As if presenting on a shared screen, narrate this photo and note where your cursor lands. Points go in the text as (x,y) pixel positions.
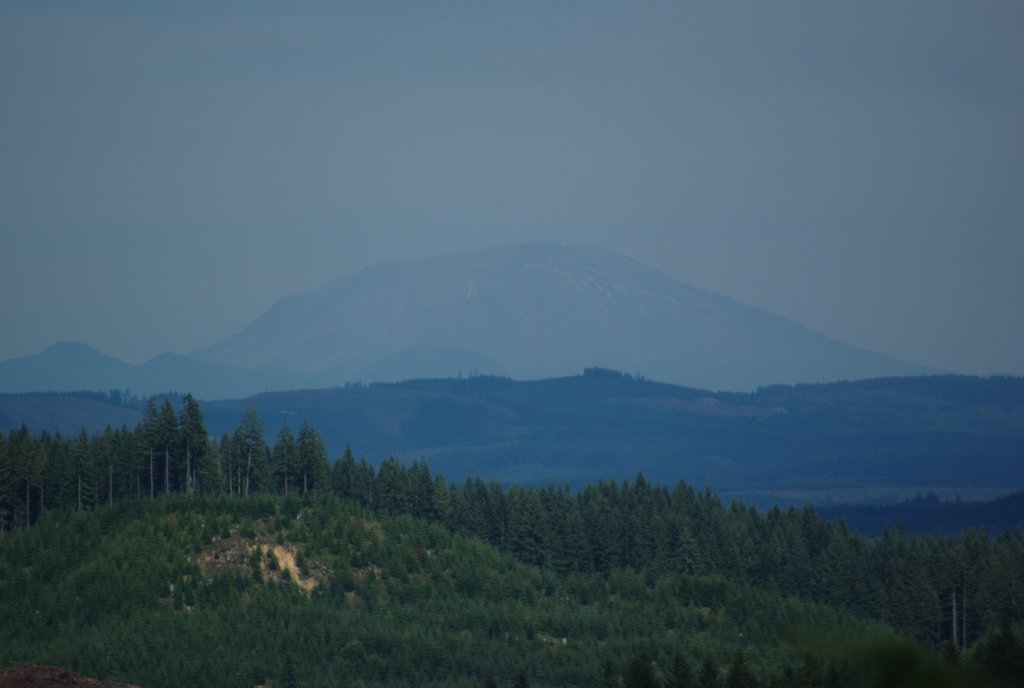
In this image, we can see a few plants (612,587) and trees (103,492). There are a few hills (701,433). We can see the sky (751,255).
